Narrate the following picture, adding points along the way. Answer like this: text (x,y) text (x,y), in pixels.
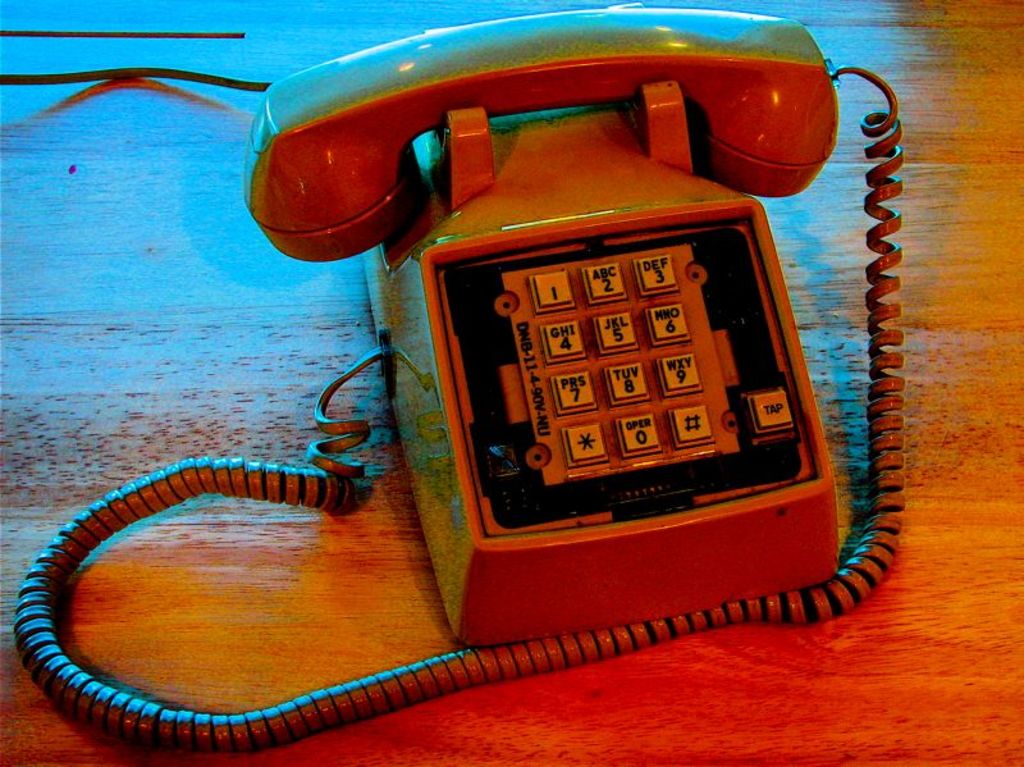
In this image, we can see a telephone (714,344) on wooden surface (907,205).
